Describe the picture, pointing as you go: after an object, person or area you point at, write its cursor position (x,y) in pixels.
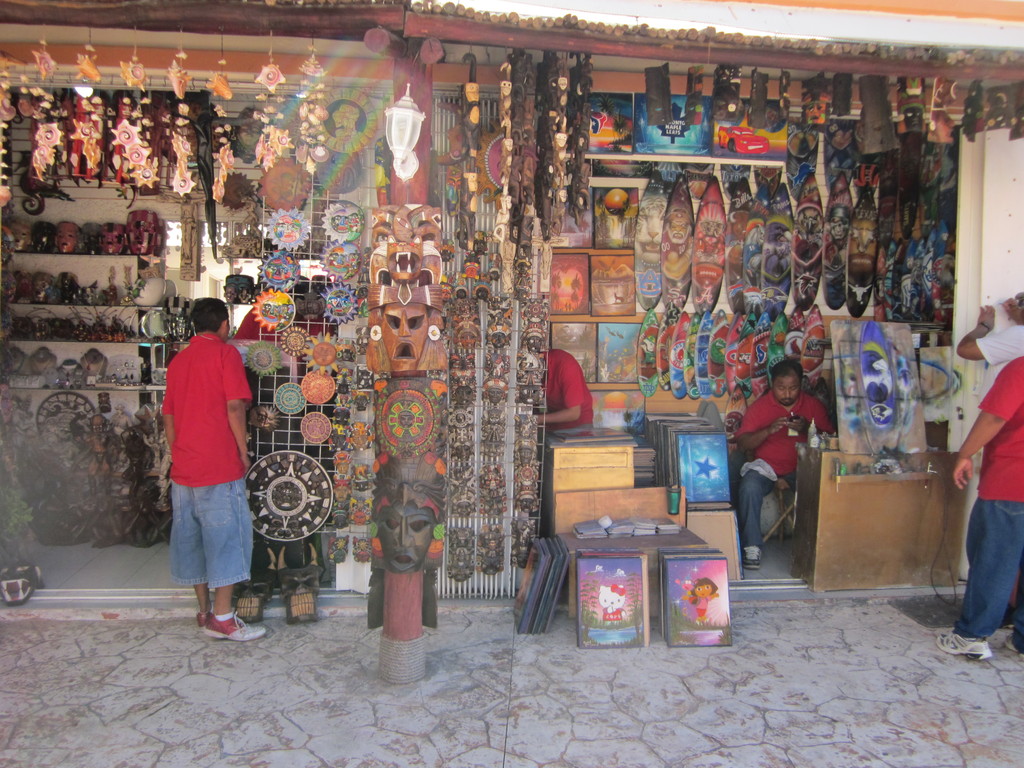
In the image I can see some people (217,456) with red tee shirts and also I can see some frames (572,218), sculptures (417,339) which are hanged and arranged in the shelves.
